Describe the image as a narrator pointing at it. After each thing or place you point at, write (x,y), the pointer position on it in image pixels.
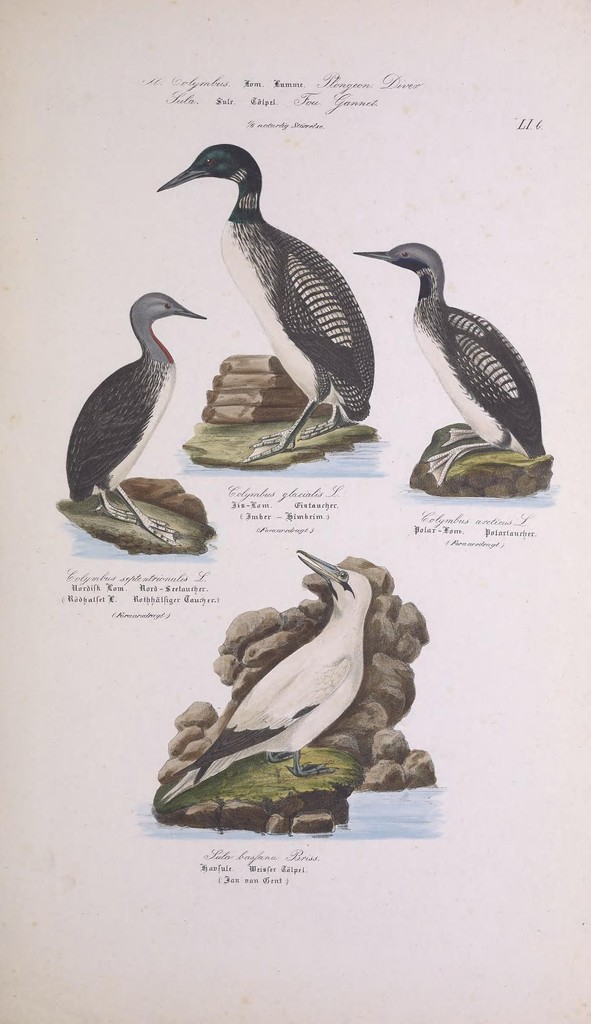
In the image we can see a paper (283,777), on it there are pictures (255,447) of birds (107,445), stones (246,638), grass (260,753) and water (419,829). This is a text (263,87).
